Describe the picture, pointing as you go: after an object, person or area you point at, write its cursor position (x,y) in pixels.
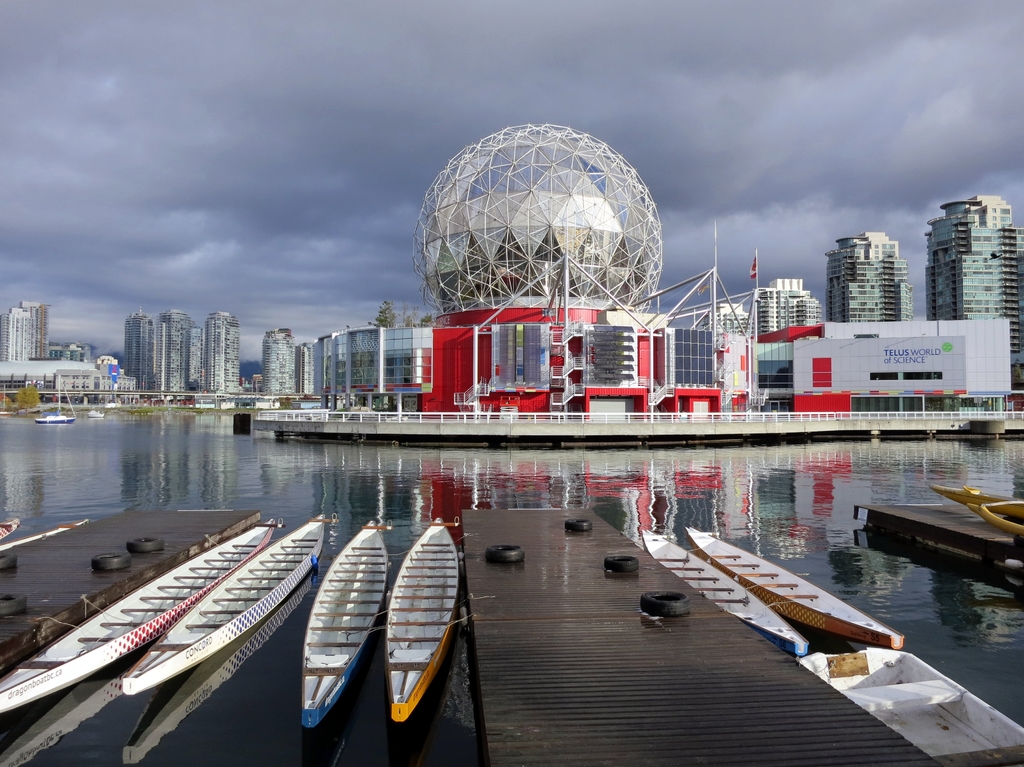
In the image we can see buildings (432,400), here we can see a building (496,226) circular in shape. Here we can see the poster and boats (257,598) in the water (792,554). Here we can see a wooden surface (601,691) and tires (647,598) on it. We can even see cloudy sky (194,165), tree (390,316) and poles (714,356).
